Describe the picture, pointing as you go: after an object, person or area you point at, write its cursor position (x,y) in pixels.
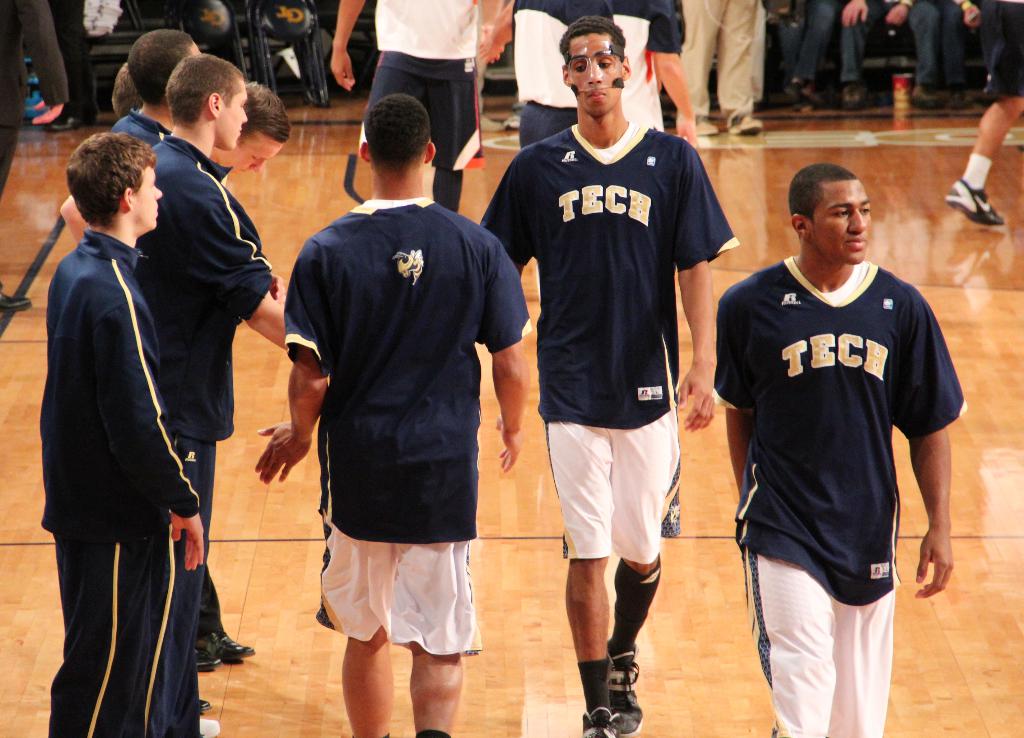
In this picture I can see few people (368,366) walking and few (163,190) are standing and looks like few people (902,21) are sitting in the chairs (312,94) in the back (792,86).
